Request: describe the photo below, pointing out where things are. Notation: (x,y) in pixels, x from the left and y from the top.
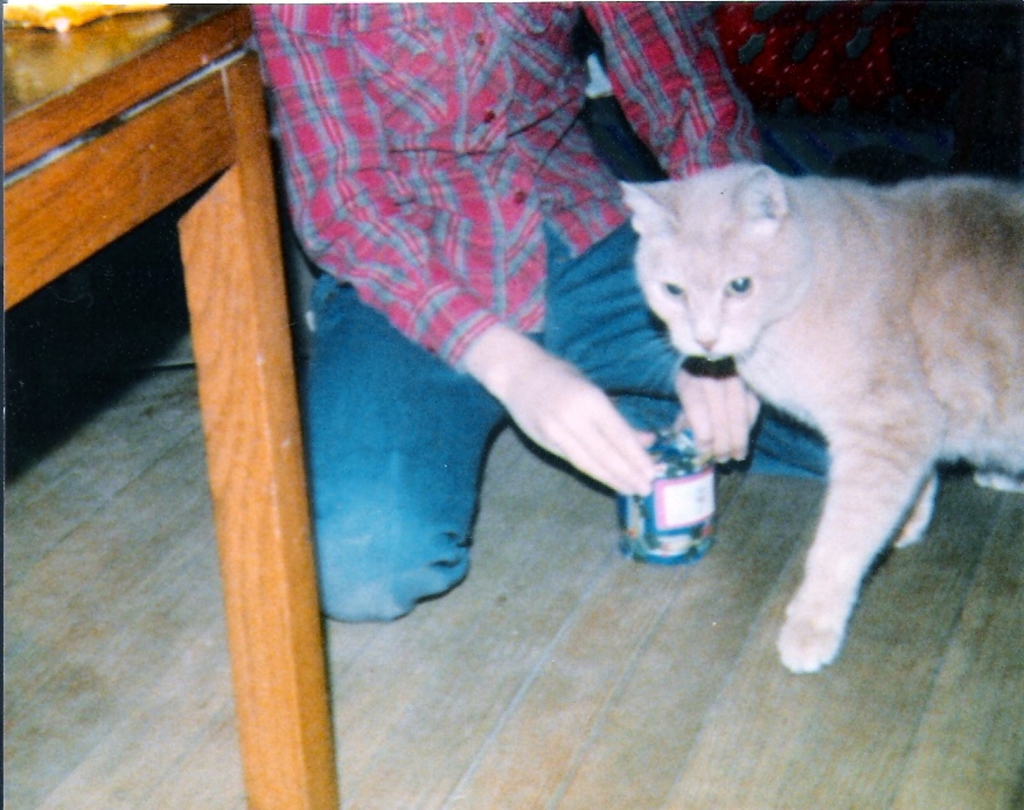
This is an image clicked inside the room (557,729). On the right side of the image (747,330) I can see a cat (747,323) on the floor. Beside this cat (779,349) there is a person (372,223) wearing red color shirt (437,136) and sitting on his knees (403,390) by holding some can (681,471) in his hands (646,455). On the left side of this image (223,258) I can see a table (195,148).
